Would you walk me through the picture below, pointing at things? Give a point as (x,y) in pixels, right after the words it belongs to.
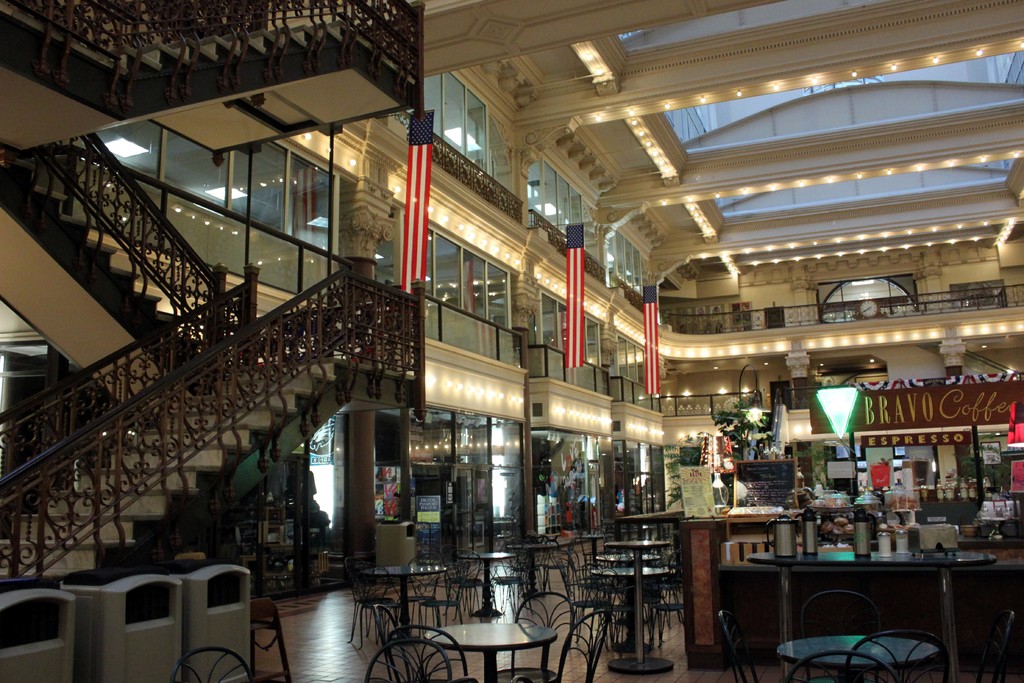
In the picture I can see chairs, tables (502,628) which has some objects (926,528), flags (574,337) attached to the walls (451,221), a board (956,420) which has something written on it and some other objects (700,476). I can also see lights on the ceiling (786,209), fence (696,314) and glass walls (504,316). This is an inside view of a building (523,478).
